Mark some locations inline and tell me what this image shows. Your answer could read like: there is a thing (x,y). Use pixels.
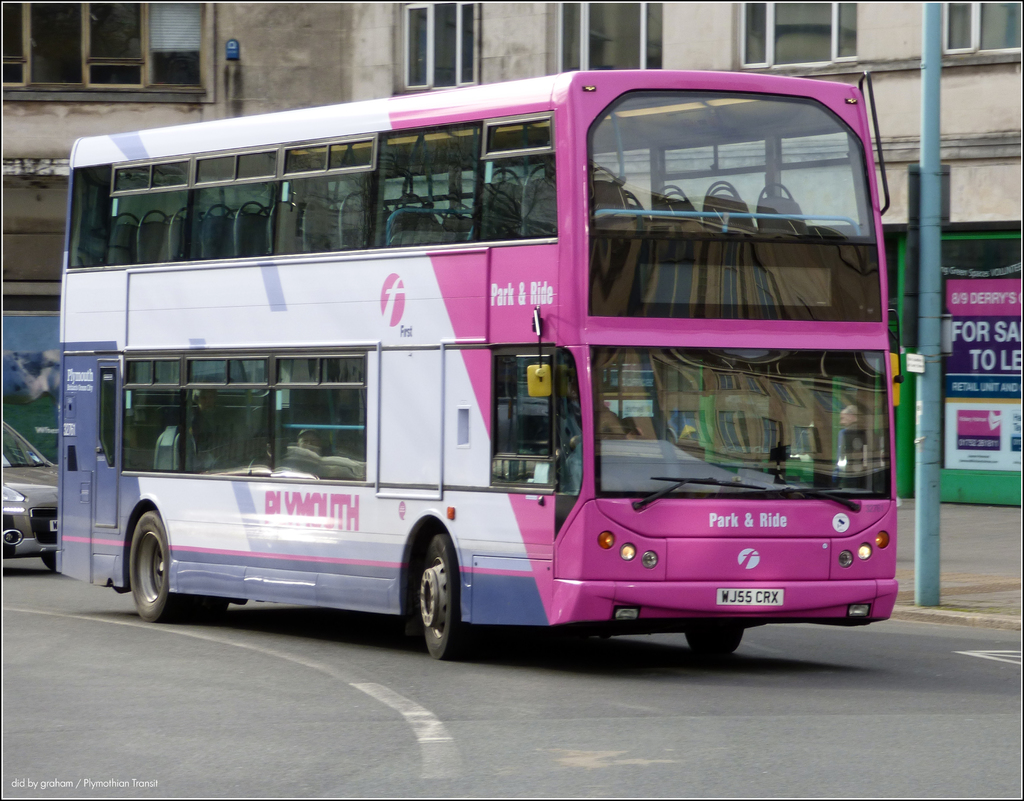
In the center of the image (460,437) we can see a double decker bus (365,392). On the left side of the image (11,458) we can see a car (35,450). In the background of the image (972,10) we can see the buildings (451,70), windows (457,56), wall (960,108), pole (929,302), boards (997,286). At the bottom of the image (453,716) we can see the road (547,677). In the bottom left corner (15,778) we can see the text (17,784).
